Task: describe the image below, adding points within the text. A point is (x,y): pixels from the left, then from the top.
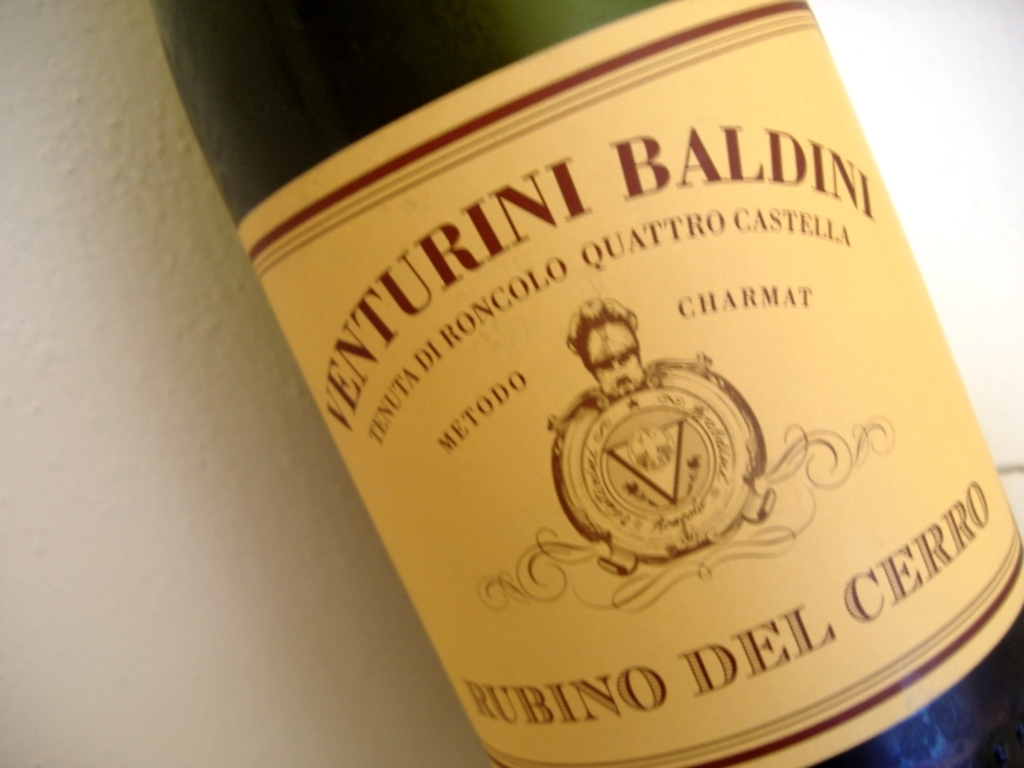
In the center of the image (591,446) we can see a bottle (980,724) is present on the surface (52,502). On the bottle (503,341) we can see the text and logo (598,560).
